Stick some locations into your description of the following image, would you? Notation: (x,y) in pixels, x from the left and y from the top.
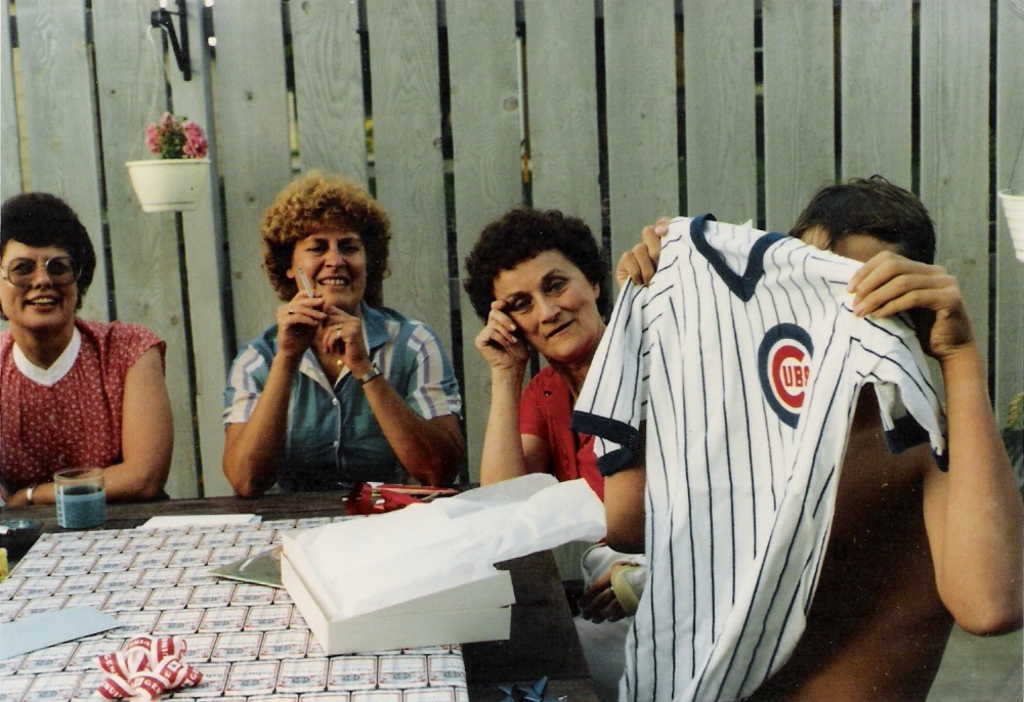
In this image I can see few people (397,474) are sitting. I can also see smile (32,307) on few faces (578,306) and here I can see a table (559,682). On this table (334,517) I can see a white colour box (504,579), a glass (105,493) and few other stuffs (213,570). In background (152,129) I can see plant (164,161) in white colour pot (147,194) and here I can see one person (856,217) is holding white colour cloth (843,420).
